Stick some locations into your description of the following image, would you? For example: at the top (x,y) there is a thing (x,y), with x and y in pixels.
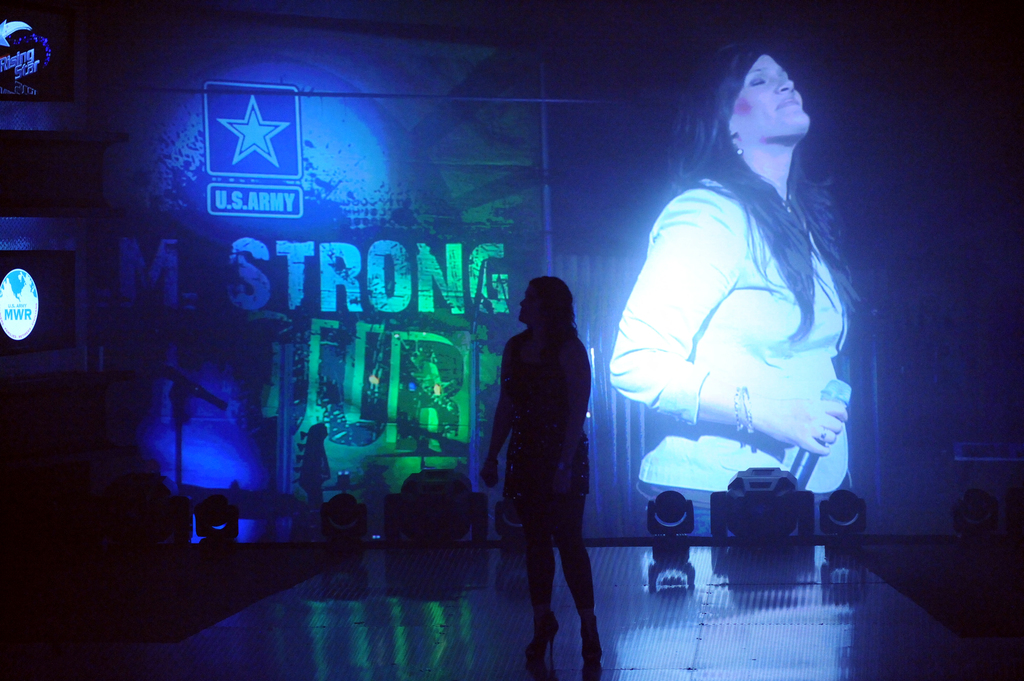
In this image we can see a person (516,462) on the stage (453,551). We can see an image (634,526) of a lady (665,308) holding an object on the wall (752,310). There is some text (385,292) on the wall (380,271). There are few objects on the stage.
